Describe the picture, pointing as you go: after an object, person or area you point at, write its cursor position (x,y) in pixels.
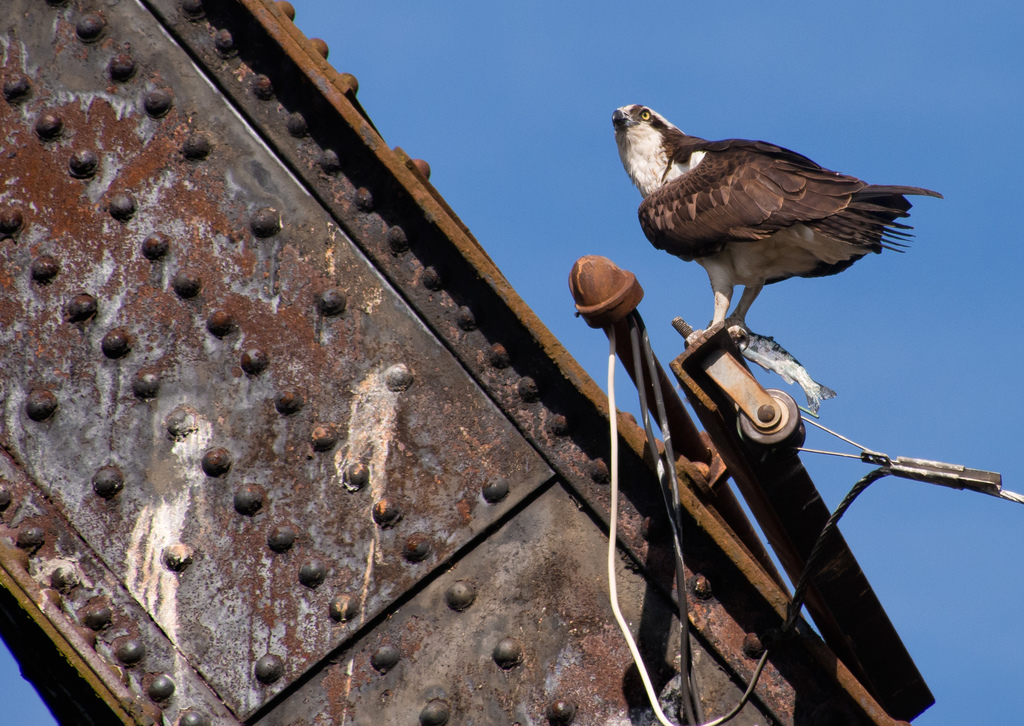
In this picture we can see an eagle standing on a rod (733,434) and in the background (437,108) we can see the sky (892,404).
